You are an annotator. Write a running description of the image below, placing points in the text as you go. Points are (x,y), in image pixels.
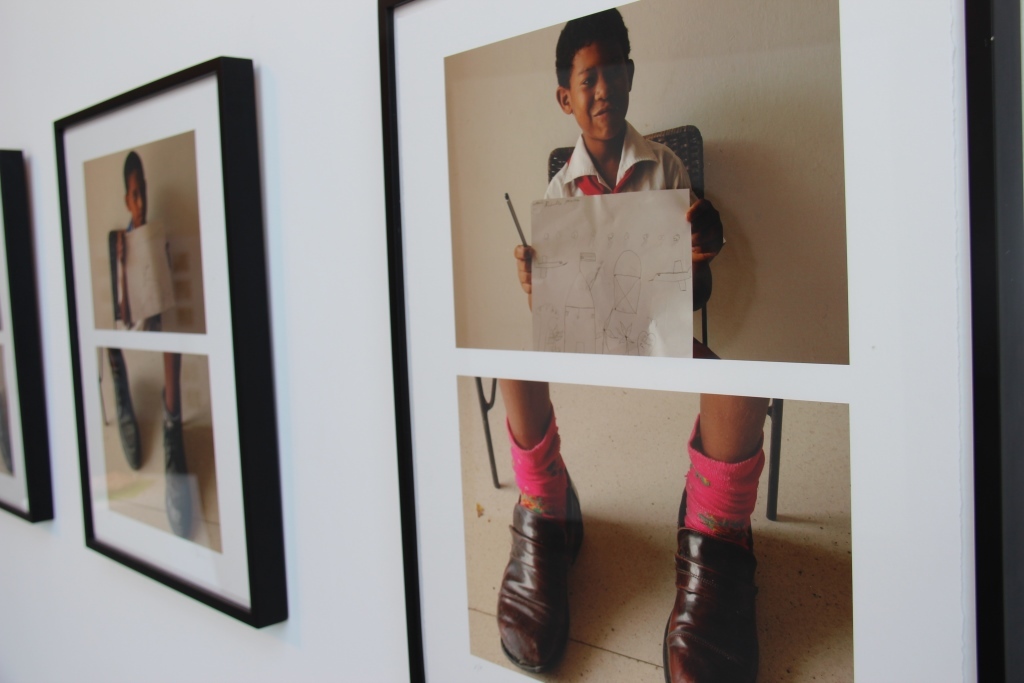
In this picture I can see the white color wall (301,256), on which there are 3 photo frames (185,228) and I see pictures (455,274) of children (135,175), sitting on chairs (113,242) and holding a paper (583,217).
